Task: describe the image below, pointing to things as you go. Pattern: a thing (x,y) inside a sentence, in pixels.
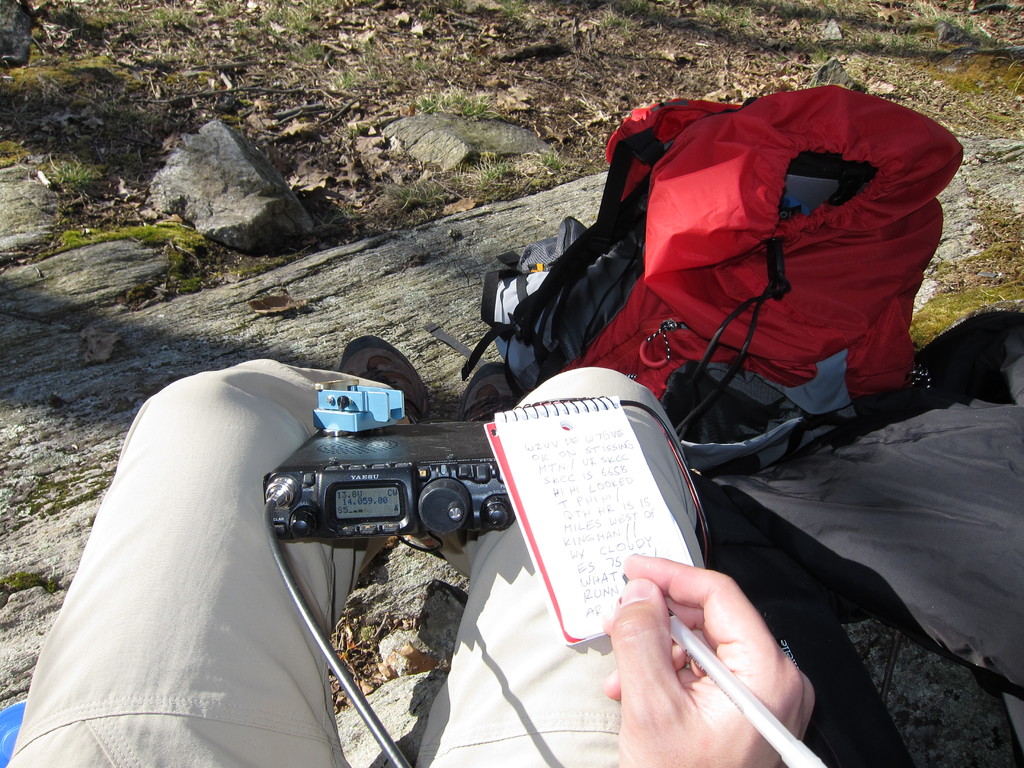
In this image, There is a person (199,625) wearing clothes (228,456) and footwear (367,366). This person (516,640) holding a pen (696,653) and writing something on the notebook (599,497). There is bag (750,279) which is colored red. There is a controller (421,491) holding tightly with his legs (238,620).
